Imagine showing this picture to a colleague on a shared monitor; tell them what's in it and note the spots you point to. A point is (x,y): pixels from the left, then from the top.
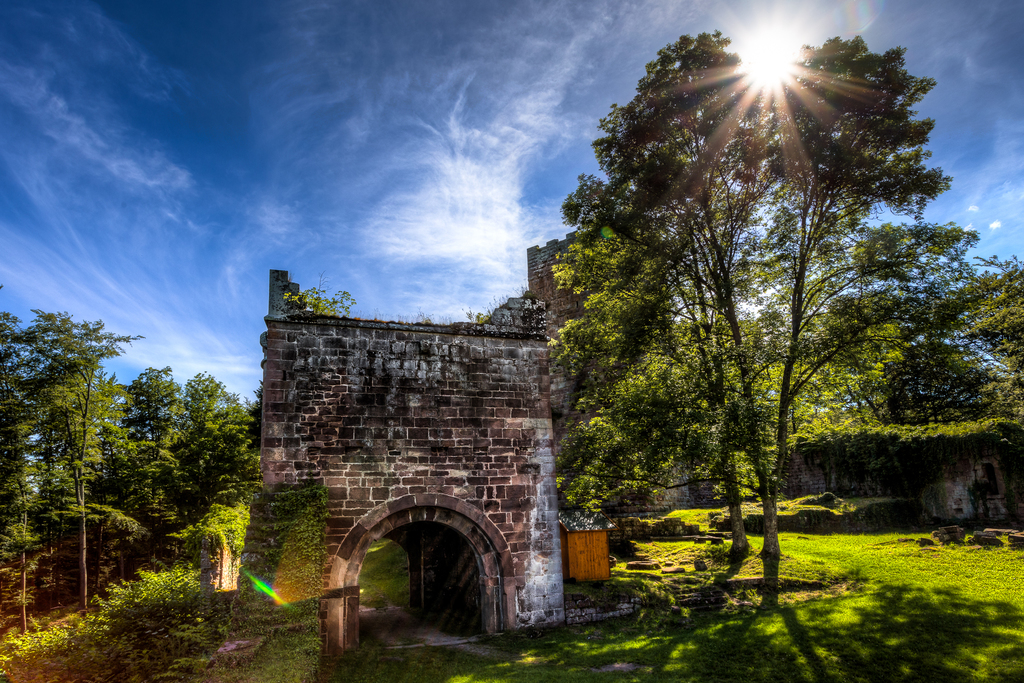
At the bottom (825,669) we can see grass (822,649) and plants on the ground (667,638). In the middle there is an arch (459,503) and beside it there is a small room (584,534). In the background (561,262) we can see trees (644,446), an ancient building (556,293), wall (541,262), sun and clouds (535,83) in the sky (534,66).
